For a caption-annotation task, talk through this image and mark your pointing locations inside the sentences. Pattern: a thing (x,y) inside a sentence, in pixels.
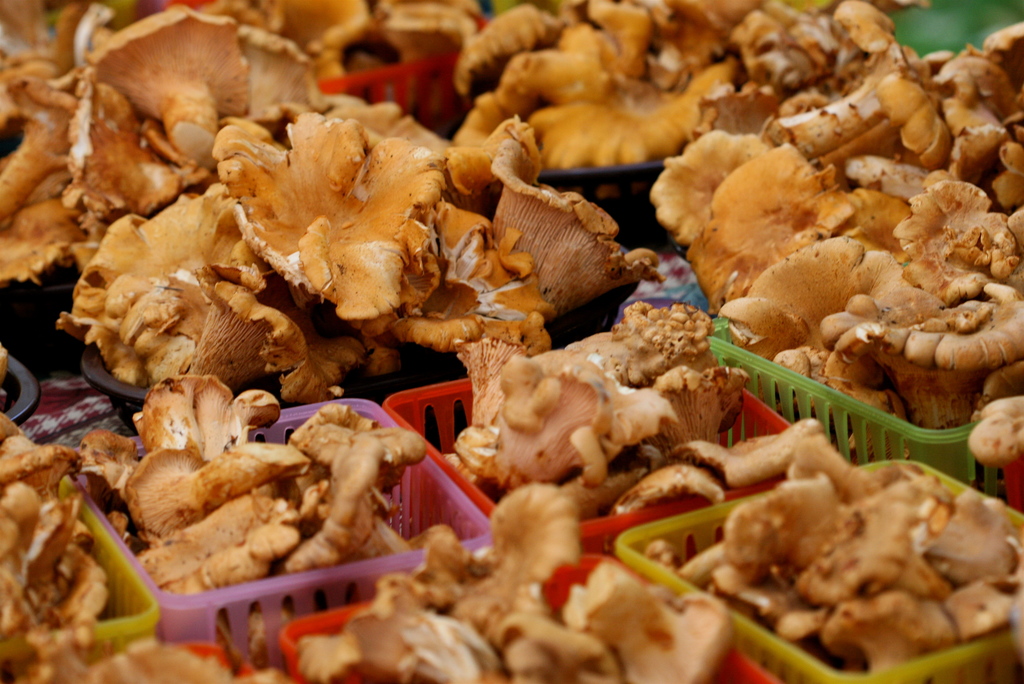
In this image I can see vegetables baskets (408,412) kept on the floor (99,419). This image is taken may be in the market (362,388).
